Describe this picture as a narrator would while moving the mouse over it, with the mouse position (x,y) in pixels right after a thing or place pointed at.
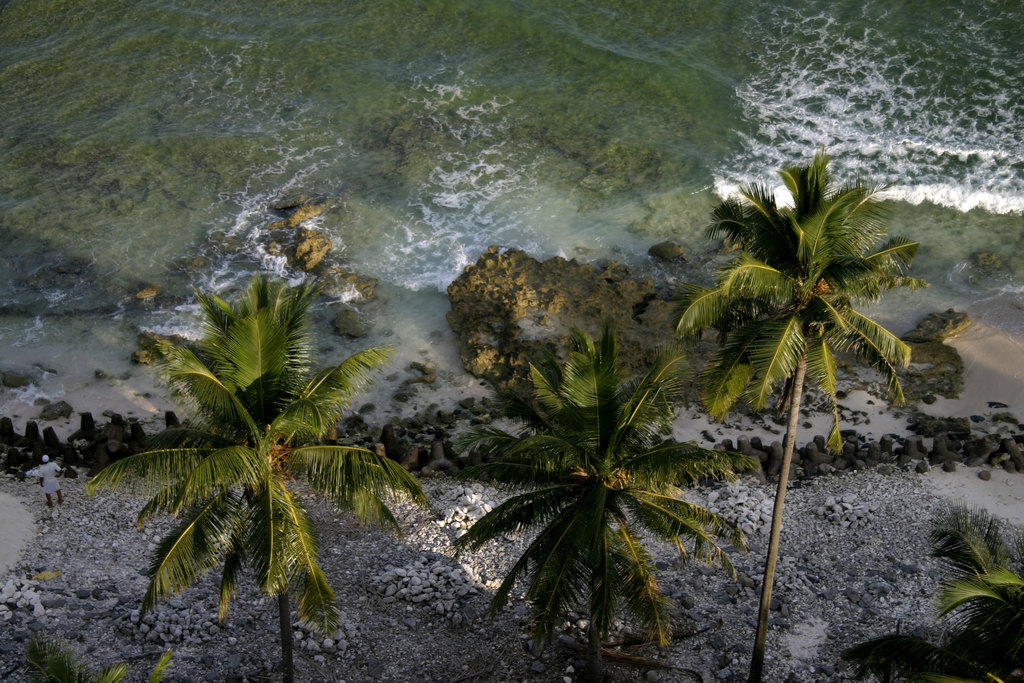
In the picture we can see a sand surface (895,419) near the water (35,289) and rocks (571,334) on it and we can see three coconut trees (381,504) and near to it also we can see rocks (446,597) on the surface (859,560).
